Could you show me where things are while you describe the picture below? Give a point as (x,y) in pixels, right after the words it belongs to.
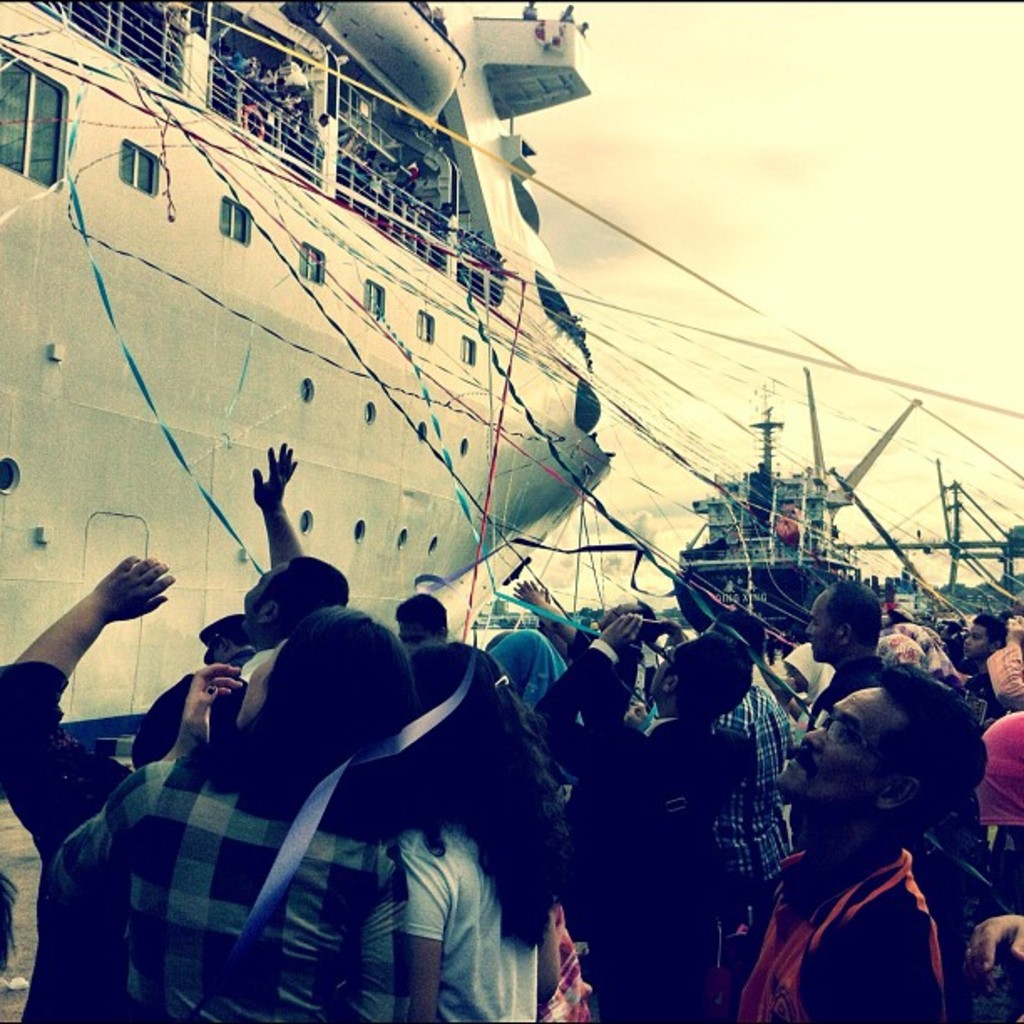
On the right side (819,701) a group of people (632,793) are standing and looking at the ship (321,352) in the left side of an image (329,351).
